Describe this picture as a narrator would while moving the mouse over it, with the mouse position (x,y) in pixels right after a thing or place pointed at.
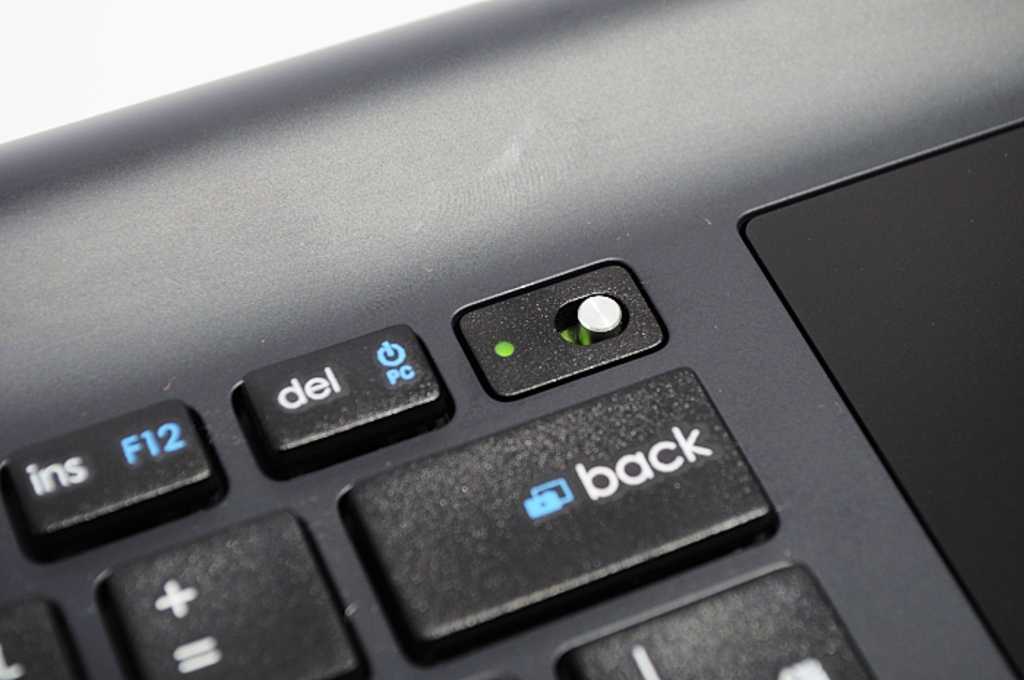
In the image there are keys (261,390) of a laptop (521,429).
